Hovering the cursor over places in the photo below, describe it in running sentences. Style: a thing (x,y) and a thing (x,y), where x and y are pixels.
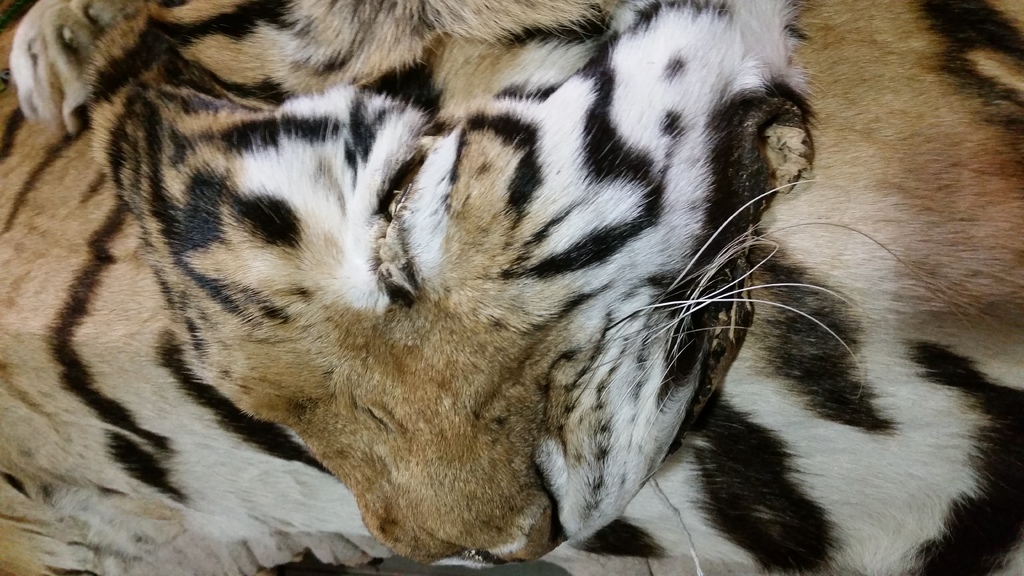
In this image there is a tiger (310,325).
